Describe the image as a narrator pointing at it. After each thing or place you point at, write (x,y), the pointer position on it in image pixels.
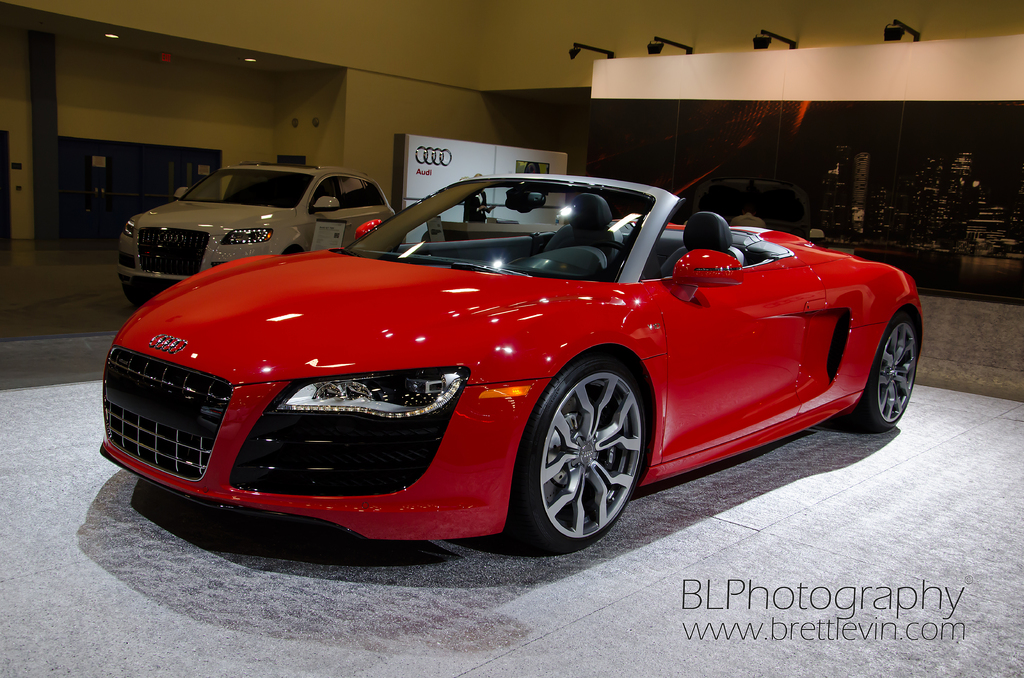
In this image there are vehicles (204,230), boards (453,179), lights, window (756,168) and objects (529,170). Through windows (741,167) buildings (935,191) are visible. Something is written on the board (499,166). At the bottom right side of the image (847,608) there is a watermark (686,606).
